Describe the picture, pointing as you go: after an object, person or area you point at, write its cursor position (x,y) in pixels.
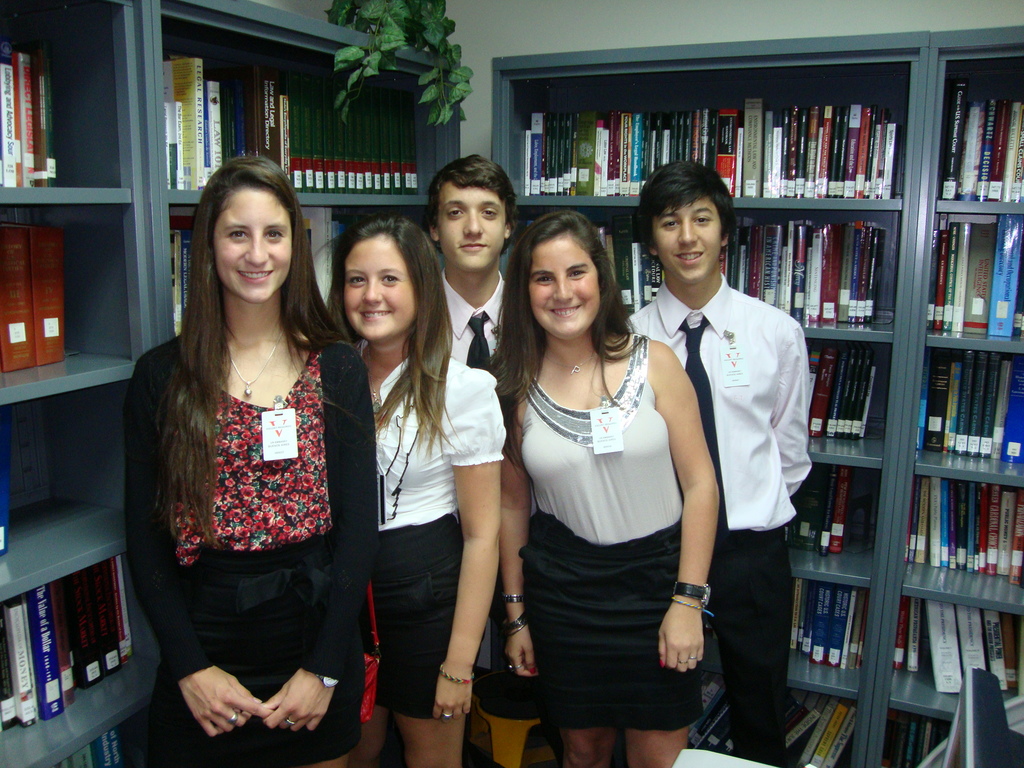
This picture shows few people (425,351) standing. They wear id cards (266,422) and we see books (31,150) in the bookshelves (1,198) and a plant (442,66) and we see a monitor (965,706) on the table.
